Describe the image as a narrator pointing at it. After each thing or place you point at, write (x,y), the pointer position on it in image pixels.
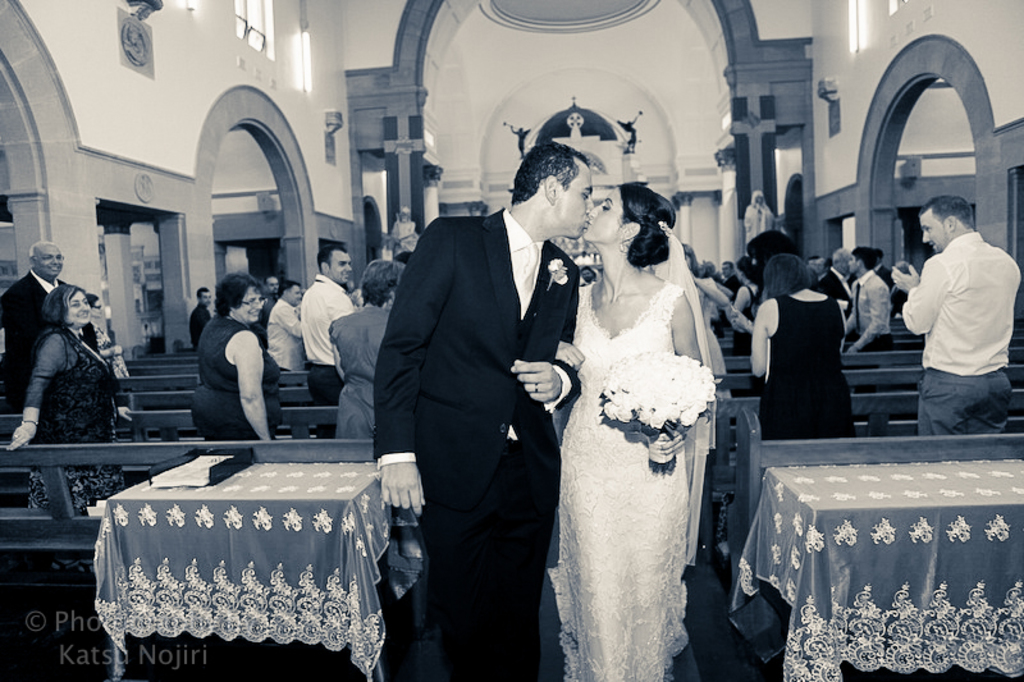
In the image we can see the couple (479,405) are kissing each other and the woman (598,237) is holding flower bouquet (702,385) in her hand (679,441). Behind there are other people (64,372) standing and the image is in black and white colour.
